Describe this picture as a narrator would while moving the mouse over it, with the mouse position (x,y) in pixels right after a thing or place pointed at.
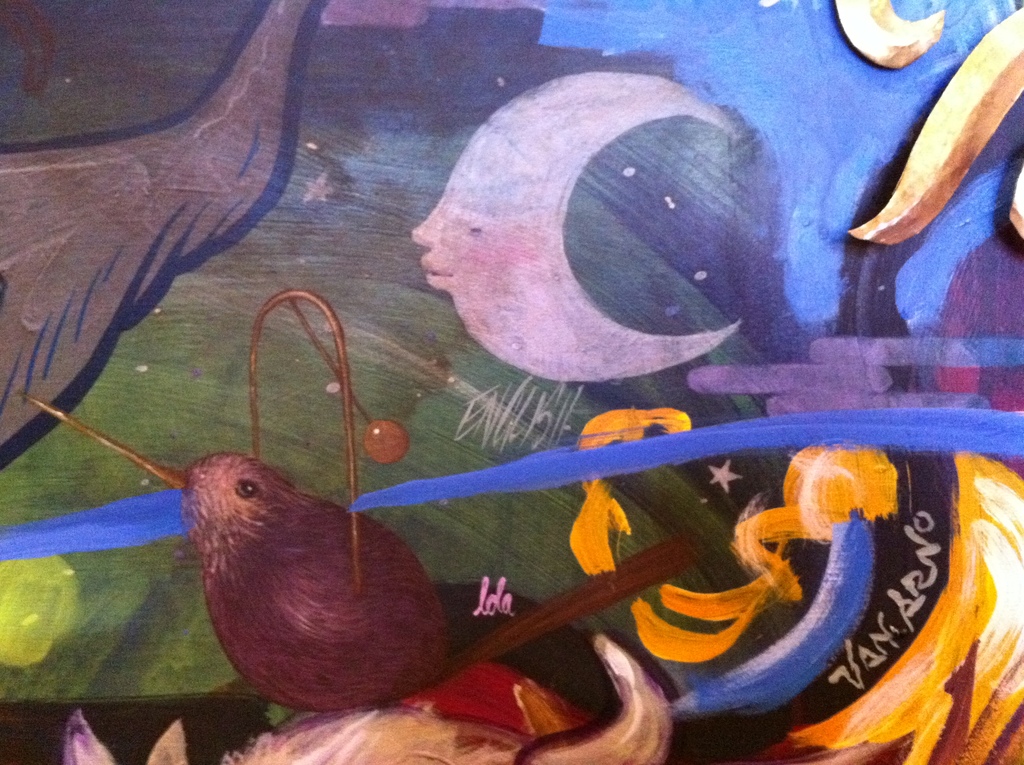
In this picture I can see a painting (519,384) and words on an object (683,419).
